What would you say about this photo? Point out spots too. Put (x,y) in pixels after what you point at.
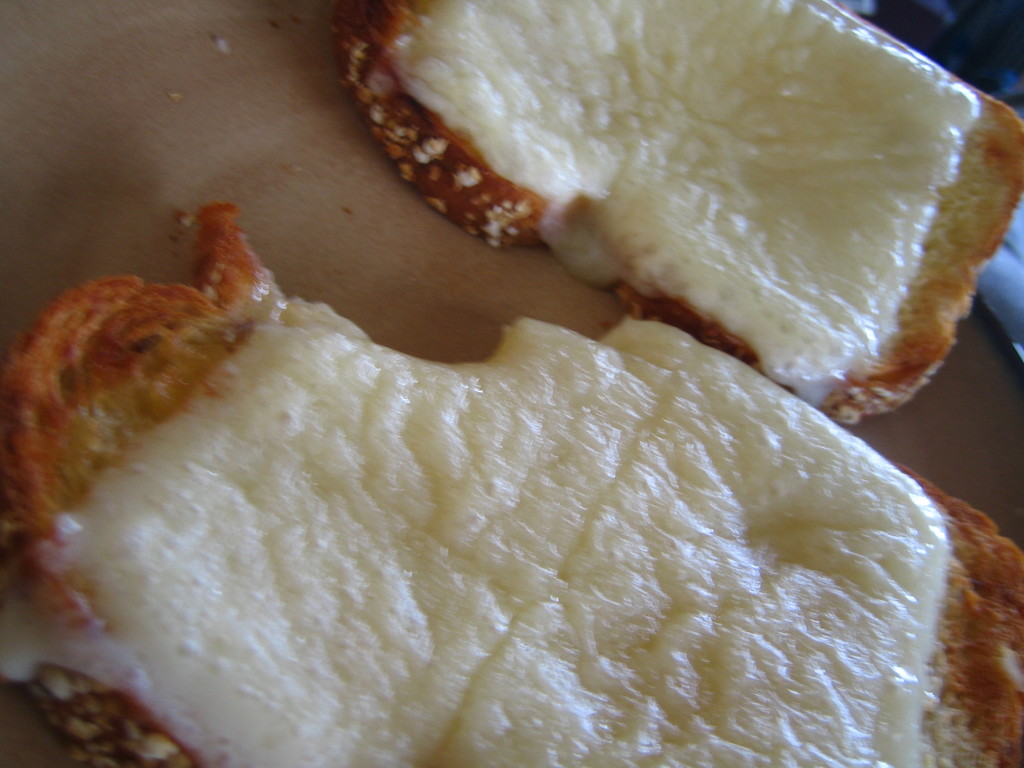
In this image we can see slices of bread (893,404) on which cheese (659,436) is applied.
